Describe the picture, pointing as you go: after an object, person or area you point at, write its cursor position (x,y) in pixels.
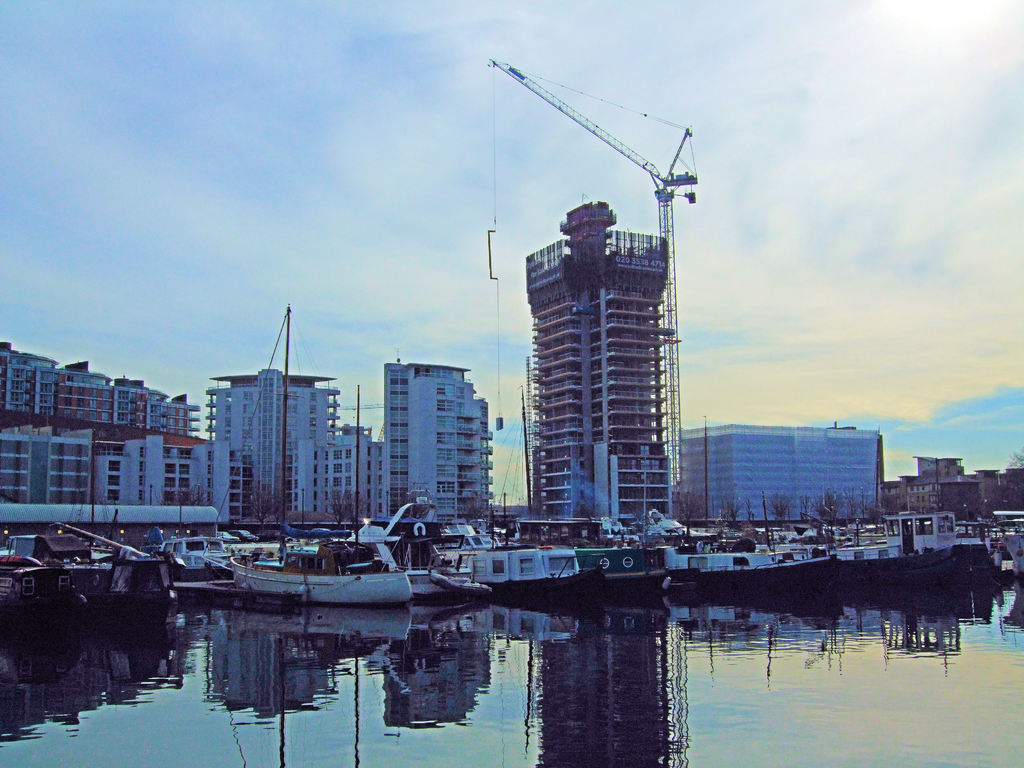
In this image in the front (536,676) there is water (608,674). In the background (545,522) there are boats (386,548) and there are buildings (712,480) and the sky (864,193) is cloudy and there are trees (801,510) in the background (841,502).
